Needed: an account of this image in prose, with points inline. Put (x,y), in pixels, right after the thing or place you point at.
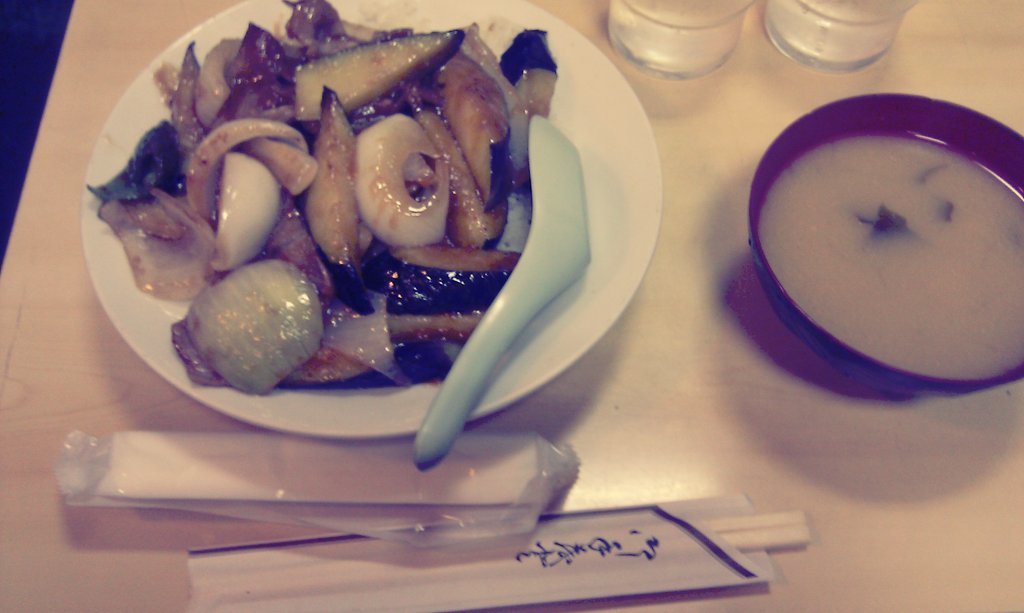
In this image, we can see some food (213,238) and spoon (499,312) on the plate (596,190). Here we can see chopsticks (549,575) and some object (553,490). On the right side of the image (750,201), we can see a bowl (793,333) with soup (1021,232). Here we can see glass objects (777,42). All these items (694,54) are placed on the wooden surface (775,459). Left side (35,24) top corner, we can see black color.
